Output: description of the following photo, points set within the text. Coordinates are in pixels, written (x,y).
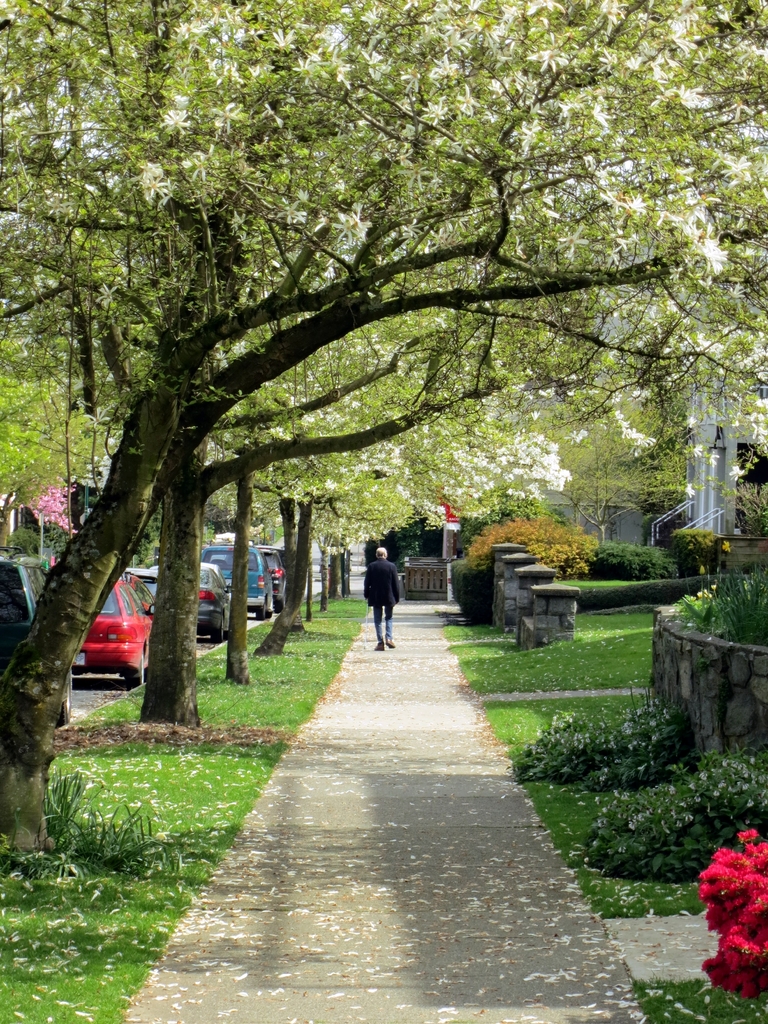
On either side of the road (157,988) we can see grass (576,633), plants (708,895) and trees (172,634). At the left side of the picture (212,591) we can see vehicles (95,647). Here we can see a man (384,558) walking on the road (417,625).
